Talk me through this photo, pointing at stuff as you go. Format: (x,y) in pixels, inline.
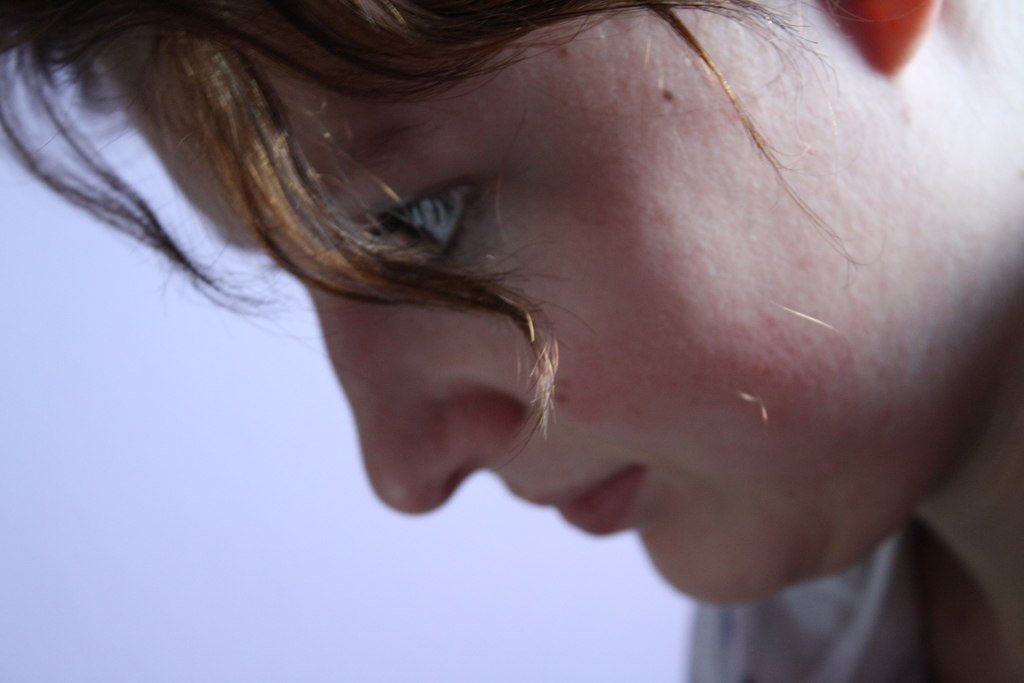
In this image a person (633,100) is visible. There is hair (272,159) on her face (473,323). The background (131,321) is white.
